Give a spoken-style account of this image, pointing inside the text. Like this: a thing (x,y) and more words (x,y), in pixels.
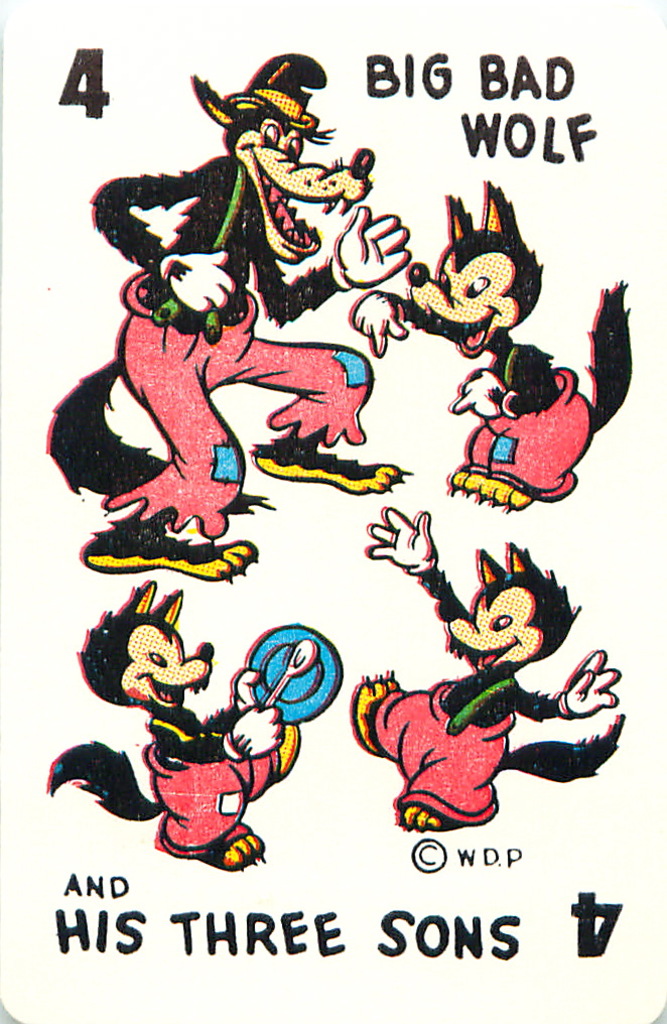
In this image there are four wolf cartoon images (338,407), and on that image it is written as big bad wolf and his three sons.
